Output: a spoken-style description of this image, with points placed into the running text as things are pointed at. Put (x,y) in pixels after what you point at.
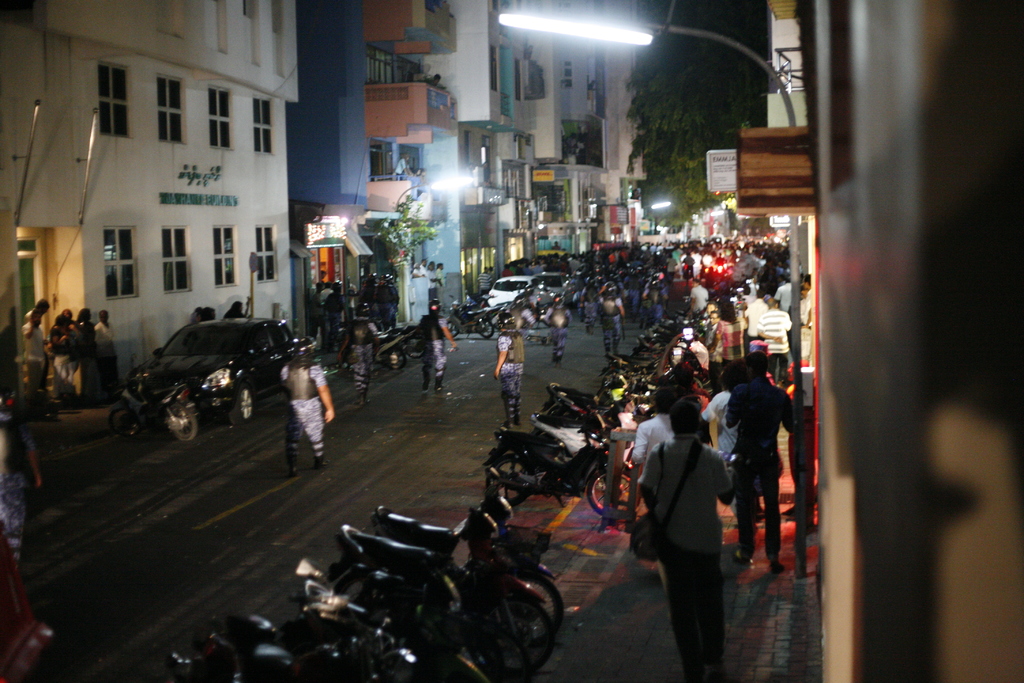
This picture shows few buildings (582,174) and a tree (698,73) and we see a pole light (795,123) on the sidewalk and we see people (775,294) standing on the road (384,492) and sidewalk (672,682) and we see motorcycles (579,451) parked and few cars (548,275) on the side and we see few lights (697,218).
